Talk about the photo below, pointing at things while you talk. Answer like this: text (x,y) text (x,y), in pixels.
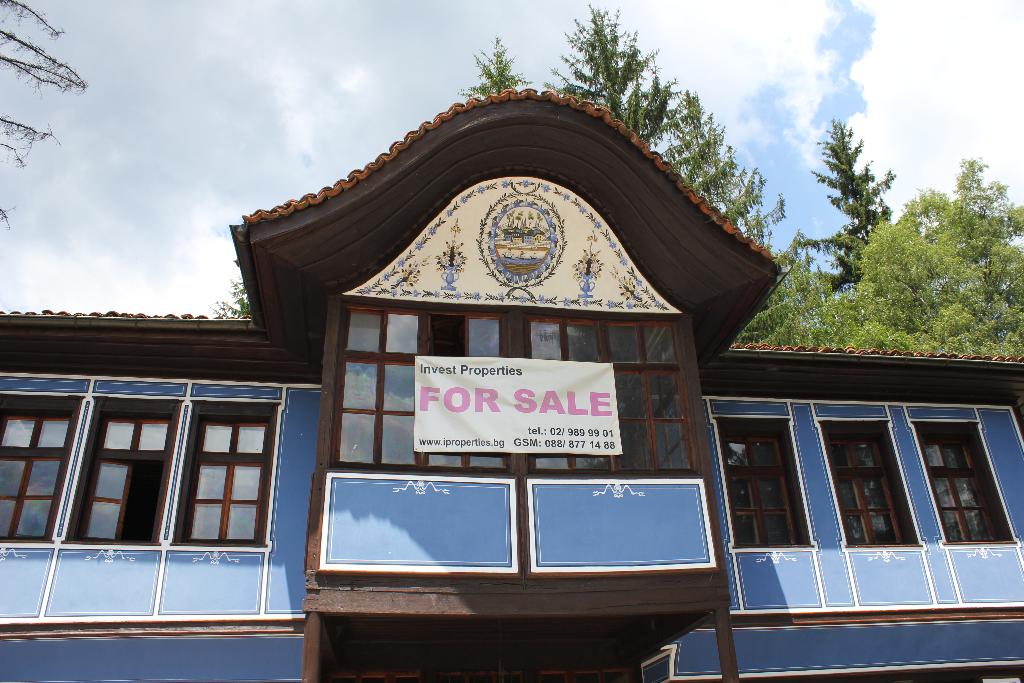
In this picture we can see a building (706,587) in the front (706,587), in the background (825,318) there are trees (819,307), we can see a banner (528,430) and windows (653,431) of this building (325,524), there is the sky (774,139) and clouds (785,104) at the top of the picture (775,76).
